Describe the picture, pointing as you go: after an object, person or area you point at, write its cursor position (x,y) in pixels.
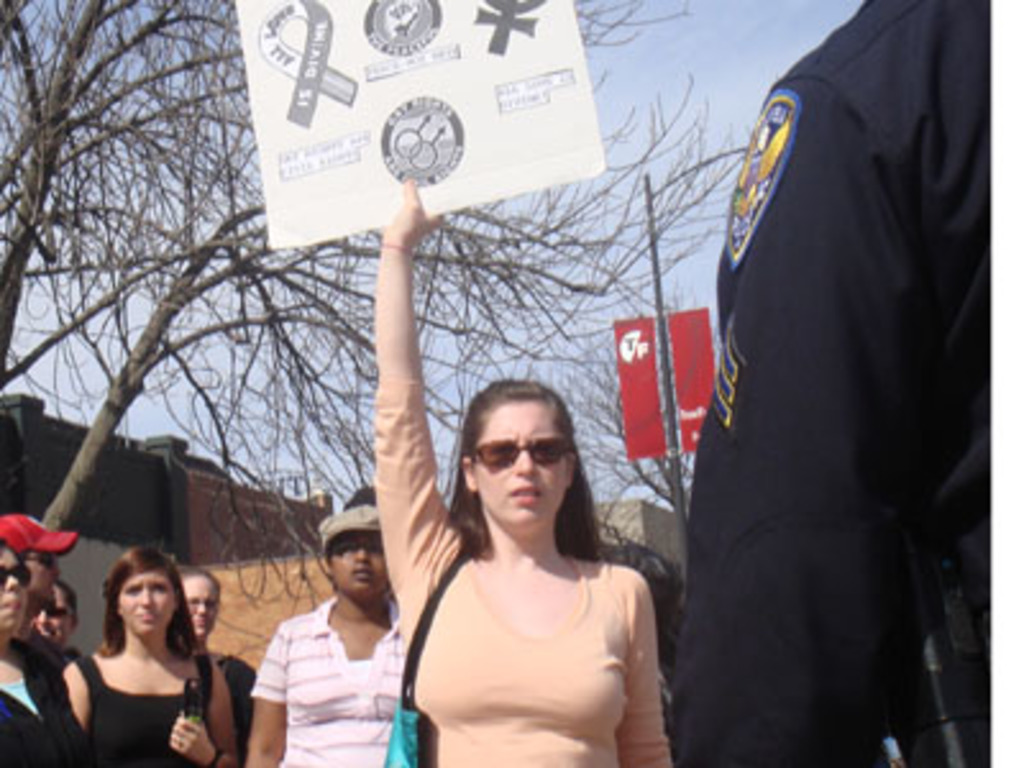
In this image I can see there are few peoples (589,543) visible and a woman (460,654) holding a board (411,130), on the board (473,54) there are symbols (343,79) visible, back side of persons (862,543) I can see a pole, trees (12,320) and the wall (252,535) and the sky (679,130).
